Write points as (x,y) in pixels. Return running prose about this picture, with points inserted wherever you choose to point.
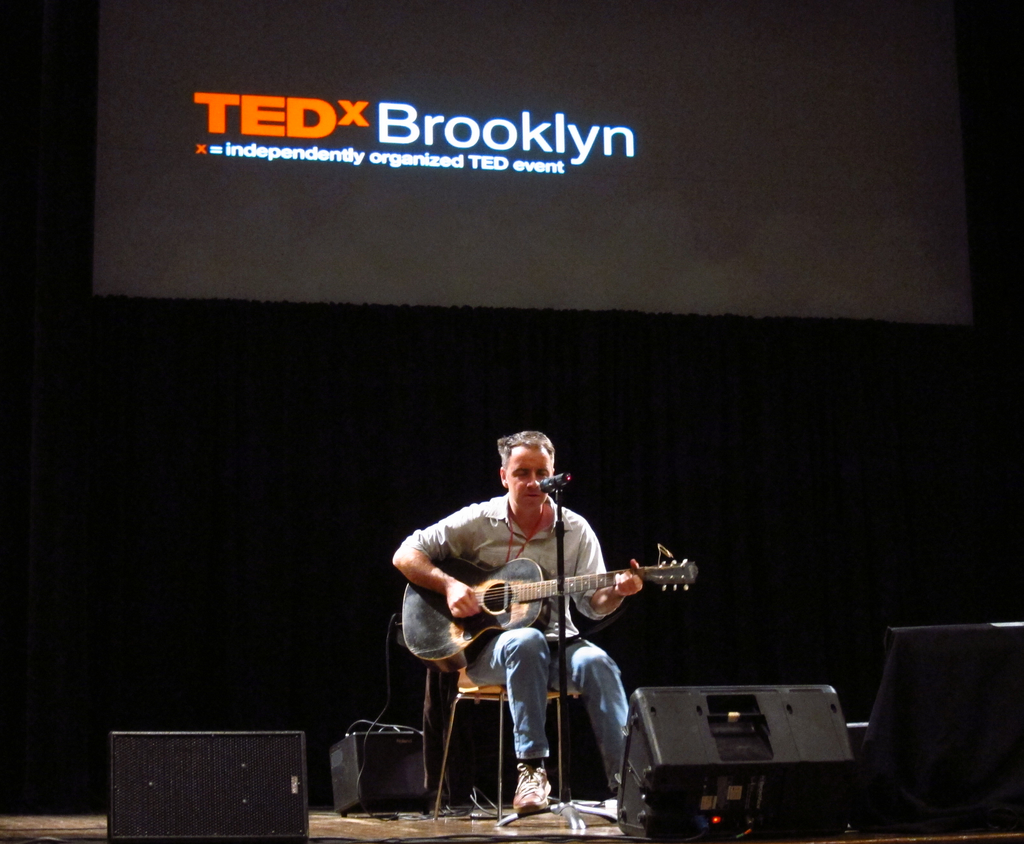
A screen (338,140) is on curtain (28,382). This man (529,492) is sitting on chair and playing guitar (511,596) in-front of mic (546,484). On floor (459,842) there are speakers (685,735).
